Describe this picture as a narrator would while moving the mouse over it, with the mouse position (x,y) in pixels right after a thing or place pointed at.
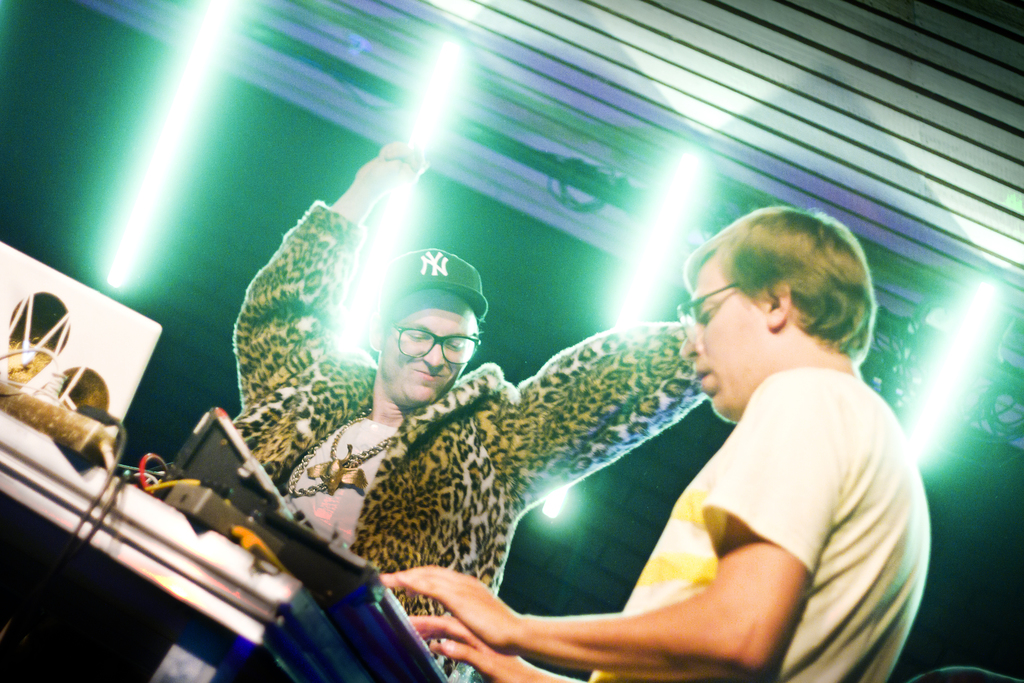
In the image there are two men (467,435) playing musical instruments (215,495), the man (735,527) on the right side (787,441) wearing yellow t-shirt (645,594) and the man (422,363) in the middle (422,361) wearing cheetah jacket (306,376) with black cap (475,311), there are lights (661,217) over the ceiling (483,101).
